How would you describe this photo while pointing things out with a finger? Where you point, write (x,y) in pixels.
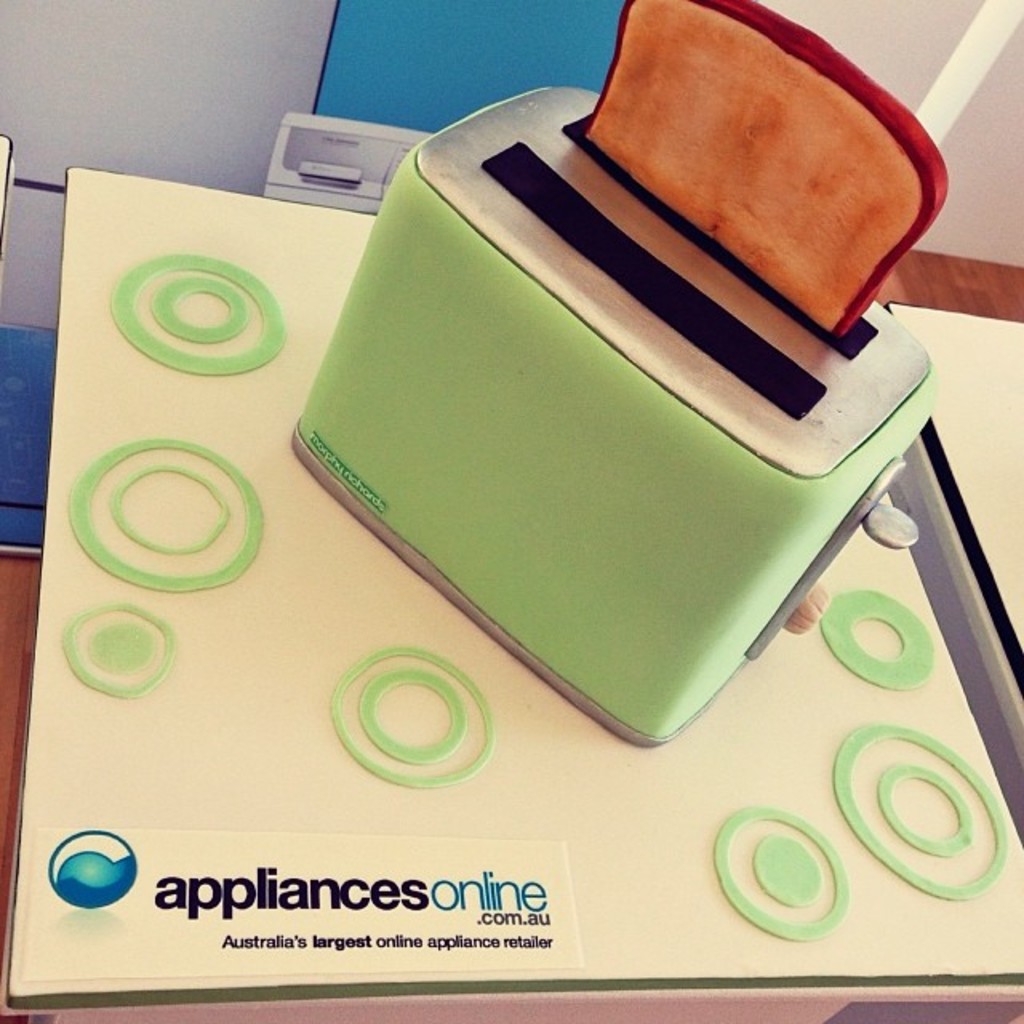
In this picture I can see there is a toaster (380,489) and there is a toast (730,168) in it and it placed on a surface (1021,906) and there is a wall (912,13) in the backdrop (941,82).
